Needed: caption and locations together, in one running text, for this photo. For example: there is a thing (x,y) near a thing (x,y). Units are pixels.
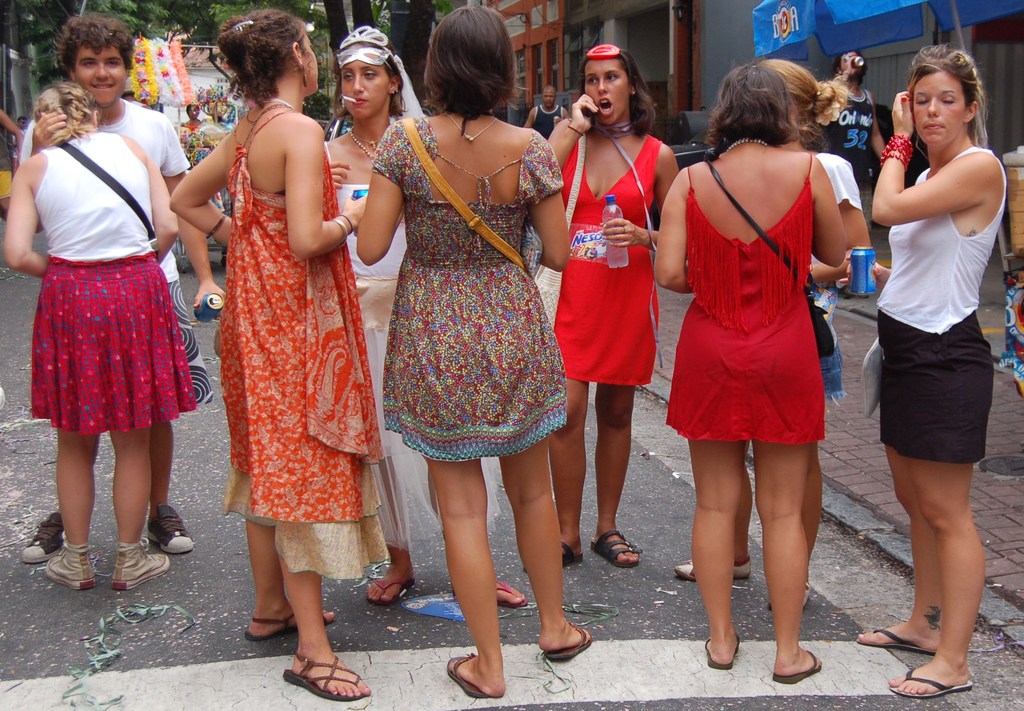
There is a group of women (351,321) standing as we can see in the middle of this image (379,251). We can see trees (323,50) and buildings (648,42) in the background (543,29).
